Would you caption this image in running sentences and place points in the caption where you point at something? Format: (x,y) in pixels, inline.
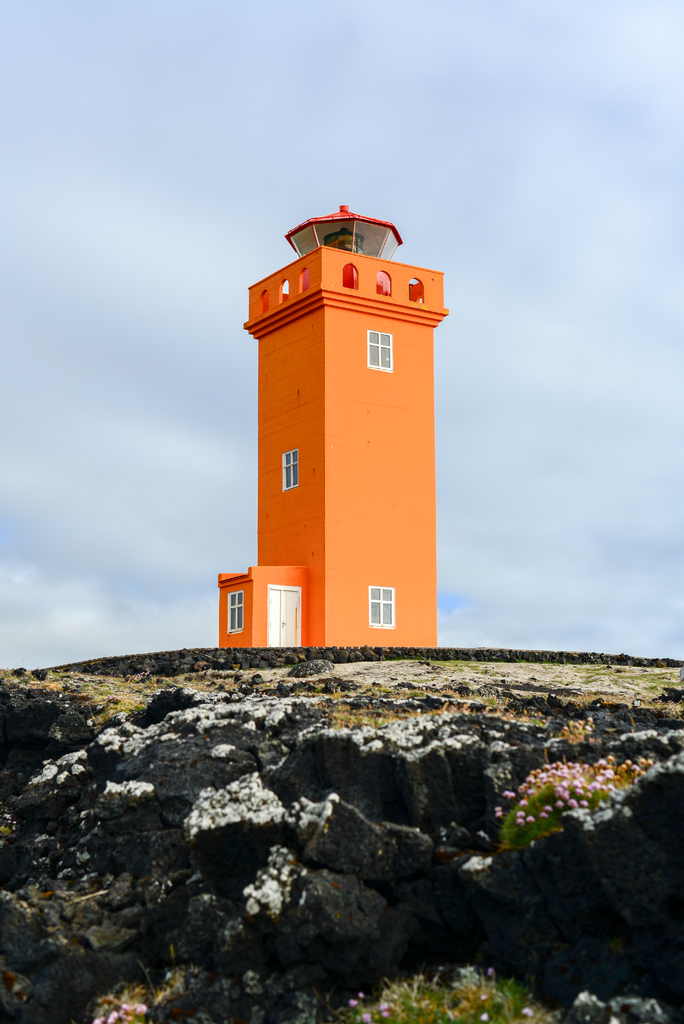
As we can see in the image there is a building (349,434), windows (384,350), door (277,607), grass (360,1010), sky (142,386) and clouds (83,586).
